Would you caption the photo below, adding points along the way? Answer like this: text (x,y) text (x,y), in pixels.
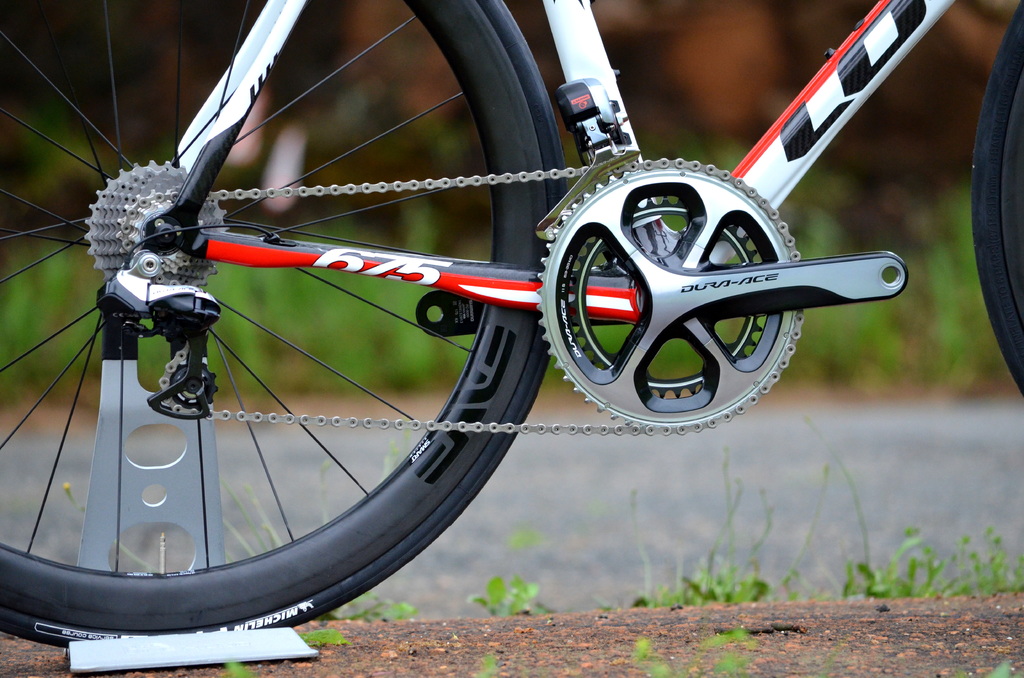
In this image I can see wheels (991,219), chain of a bicycle (582,139). I can also see something is written at few places and in the background (910,590) I can see grass (852,585) and I can see this image is little bit blurry from background (915,159).
